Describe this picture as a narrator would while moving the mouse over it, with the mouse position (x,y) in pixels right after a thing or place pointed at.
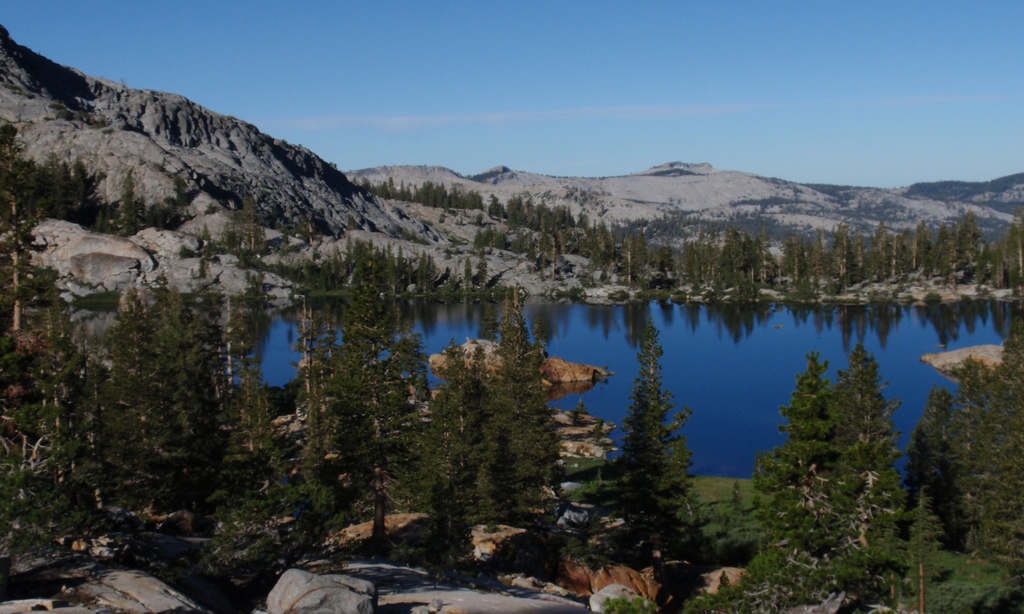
This is an outside view. There is a lake (731,388), around this I can see some trees (819,268) and rocks (486,348). In the background (485,188), I can see the hills (134,125) on the top of the image (392,71) I can see the sky (446,92).
